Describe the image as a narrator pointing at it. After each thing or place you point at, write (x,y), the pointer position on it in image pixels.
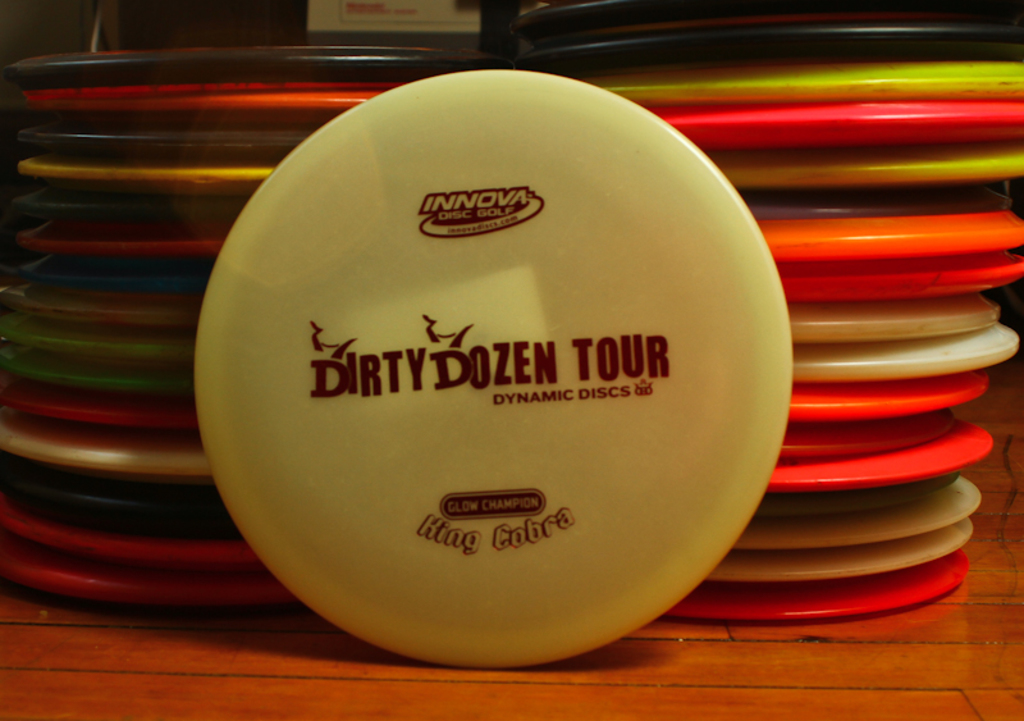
In the center of this picture (535,259) we can see a white color Frisbee (461,525) on which we can see the text (481,353) and we can see the group of frisbees (180,115) of different colors are placed on an object (629,665). In the background (258,10) we can see some other objects (396,9).
